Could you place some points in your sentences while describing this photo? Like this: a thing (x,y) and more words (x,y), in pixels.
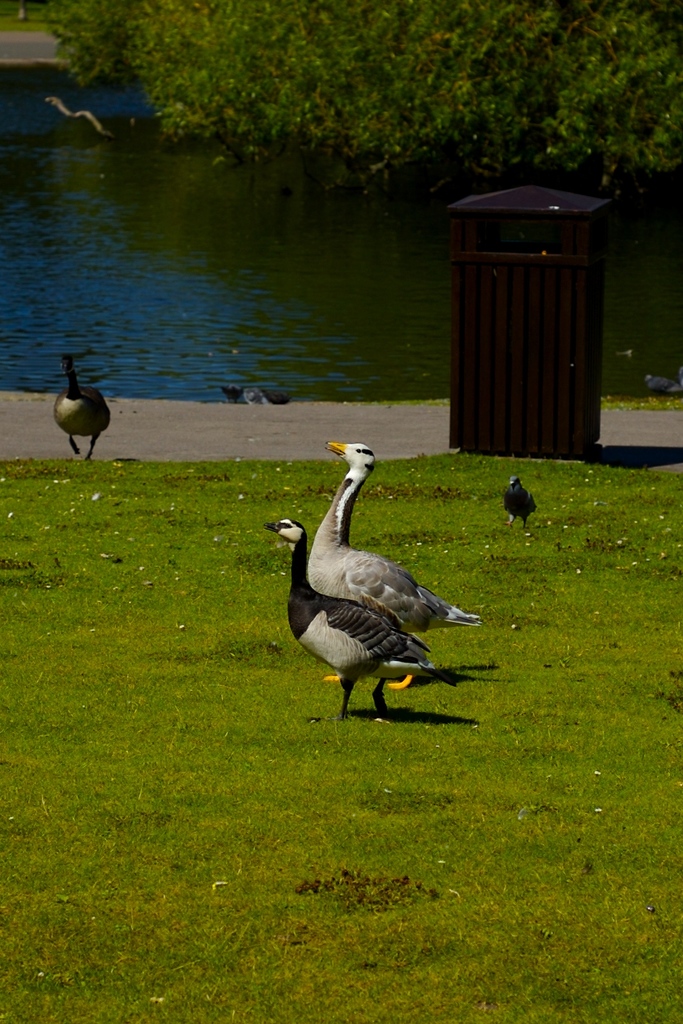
In the center of the image (318,476) there are birds (340,601) on the grass (329,750). In the background (389,45) we can see birds (62,417), dustbin (500,438), road (267,434), water (225,281) and trees (382,95).
